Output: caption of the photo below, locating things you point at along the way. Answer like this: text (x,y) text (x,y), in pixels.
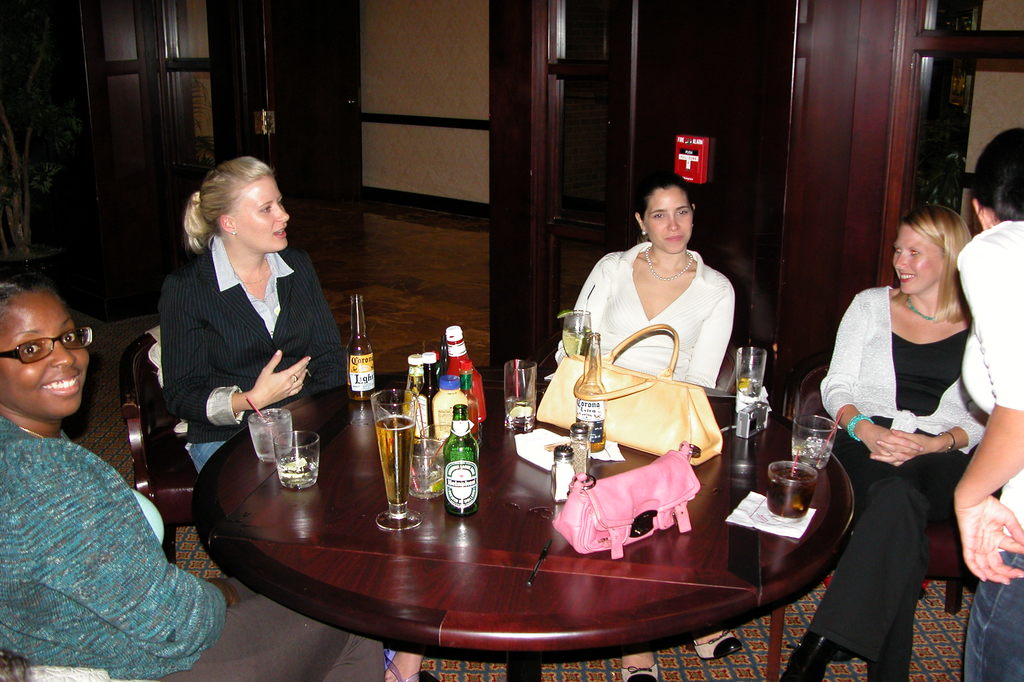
Here we can see a group of woman (885,526) sitting on chairs (142,344) with a table (841,522) in front of them having bottles of beers (593,402) present and glasses (413,422) present on it and there are handbags (675,431) also present on it behind them we can see doors (146,133).
